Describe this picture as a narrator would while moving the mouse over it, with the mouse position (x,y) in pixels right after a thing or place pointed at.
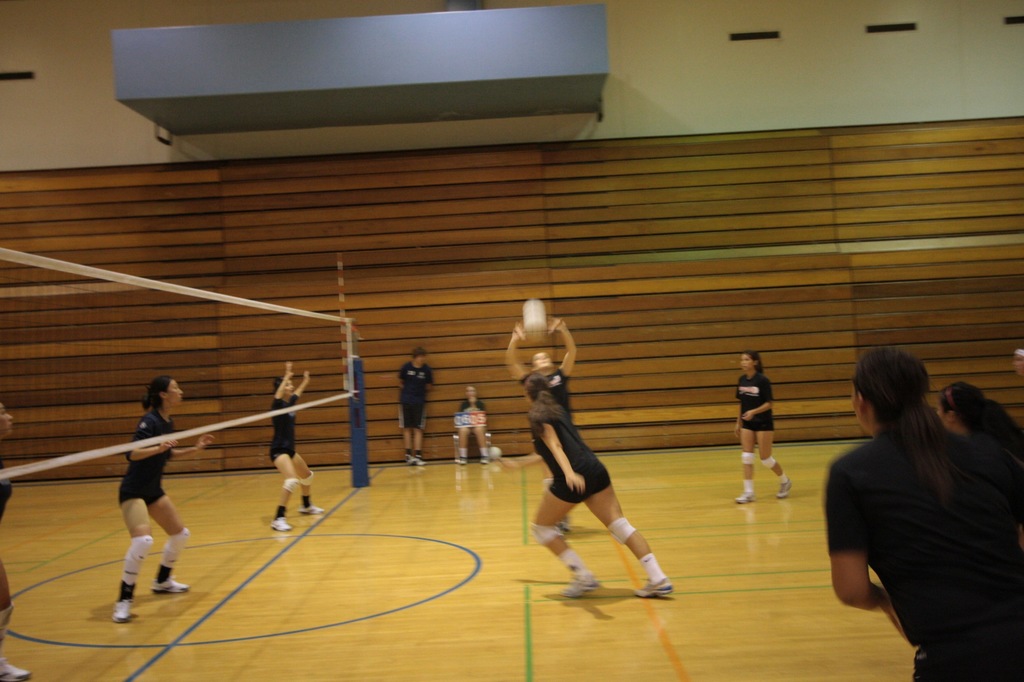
On the right side (918,593), we see two women (847,509) are standing. In the middle (554,387), we see the women (275,394) are standing and they might be playing a volleyball. In between them, we see a net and a pole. In the background (473,431), we see a person (472,390) is sitting on the chair (486,436) and a person (416,403) is standing. Behind them, we see a wooden wall (622,271). In the background (67,115), we see a wall (111,93) in white color and we see an object (423,114) in grey color. This picture is clicked in the volleyball court (635,617).
